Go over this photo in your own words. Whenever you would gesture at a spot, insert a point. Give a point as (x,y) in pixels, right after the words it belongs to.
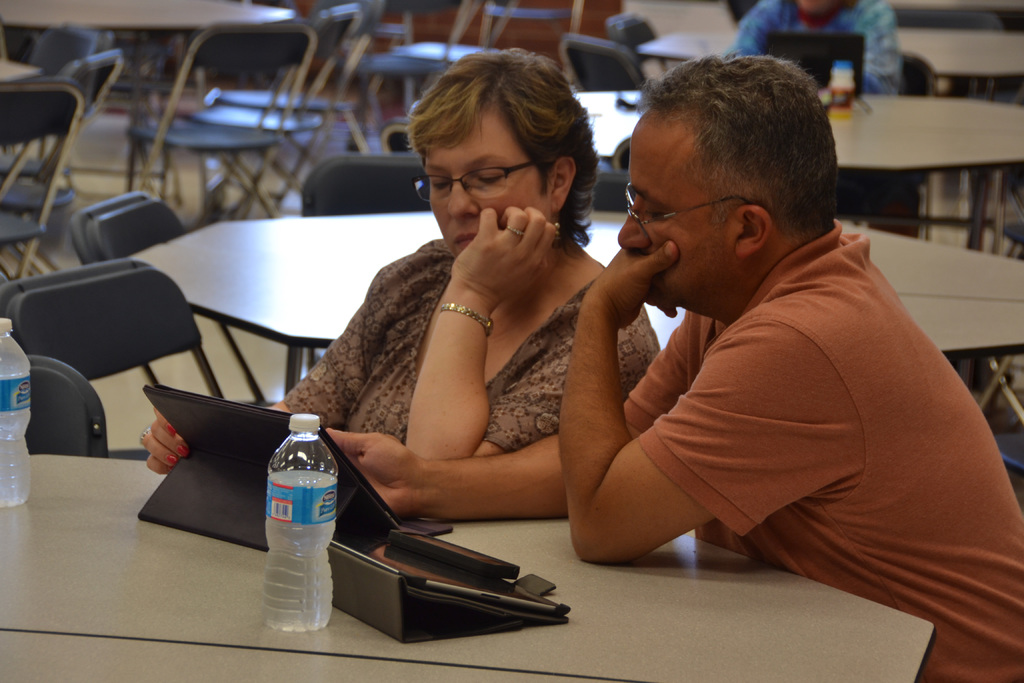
in this picture there is a man (604,517) and the woman (520,447) sitting table (483,522) in front of them are watching something.
